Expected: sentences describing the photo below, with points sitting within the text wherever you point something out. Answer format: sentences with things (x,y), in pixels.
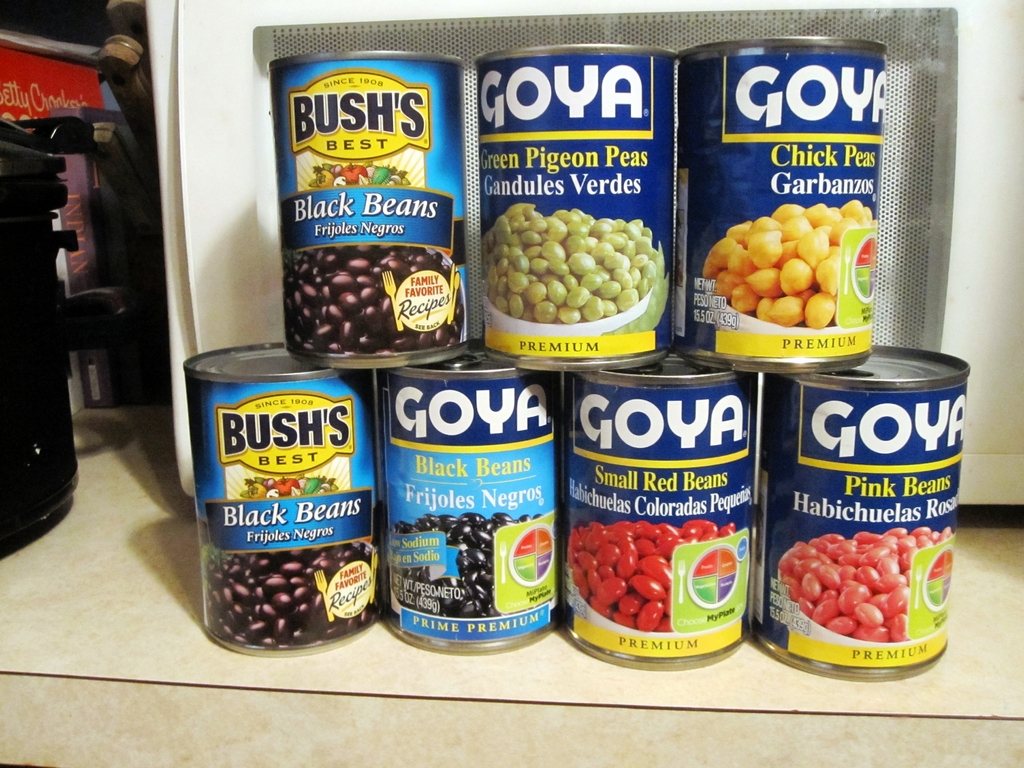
Here I can see few containers (519,510) which are placed on a table (370,712). On the left side (50,251), I can see a black color object (38,357). At the back of these containers (911,613) I can see a machine (962,224) which is in white color.
